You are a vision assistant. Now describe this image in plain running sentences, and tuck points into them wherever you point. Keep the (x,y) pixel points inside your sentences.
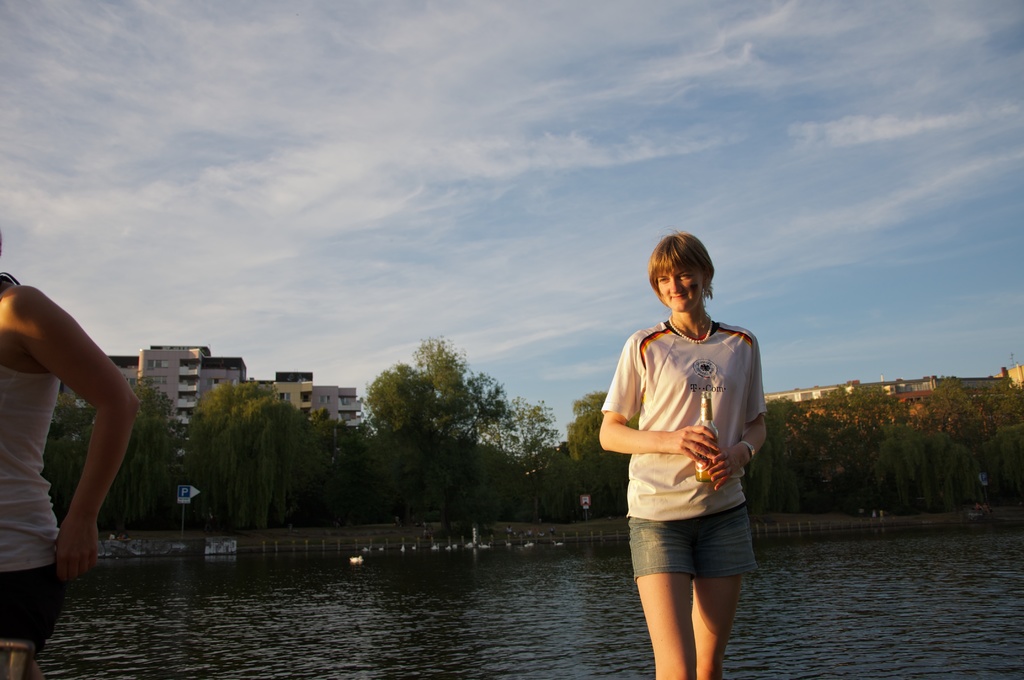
In this image I can see in the middle (608,429) a woman (716,478) is holding the beer bottle (705,414), she wore white color t-shirt (723,435). Behind her there is the river (374,615), at the back side (325,488) there are trees (261,410) and houses (187,412).
